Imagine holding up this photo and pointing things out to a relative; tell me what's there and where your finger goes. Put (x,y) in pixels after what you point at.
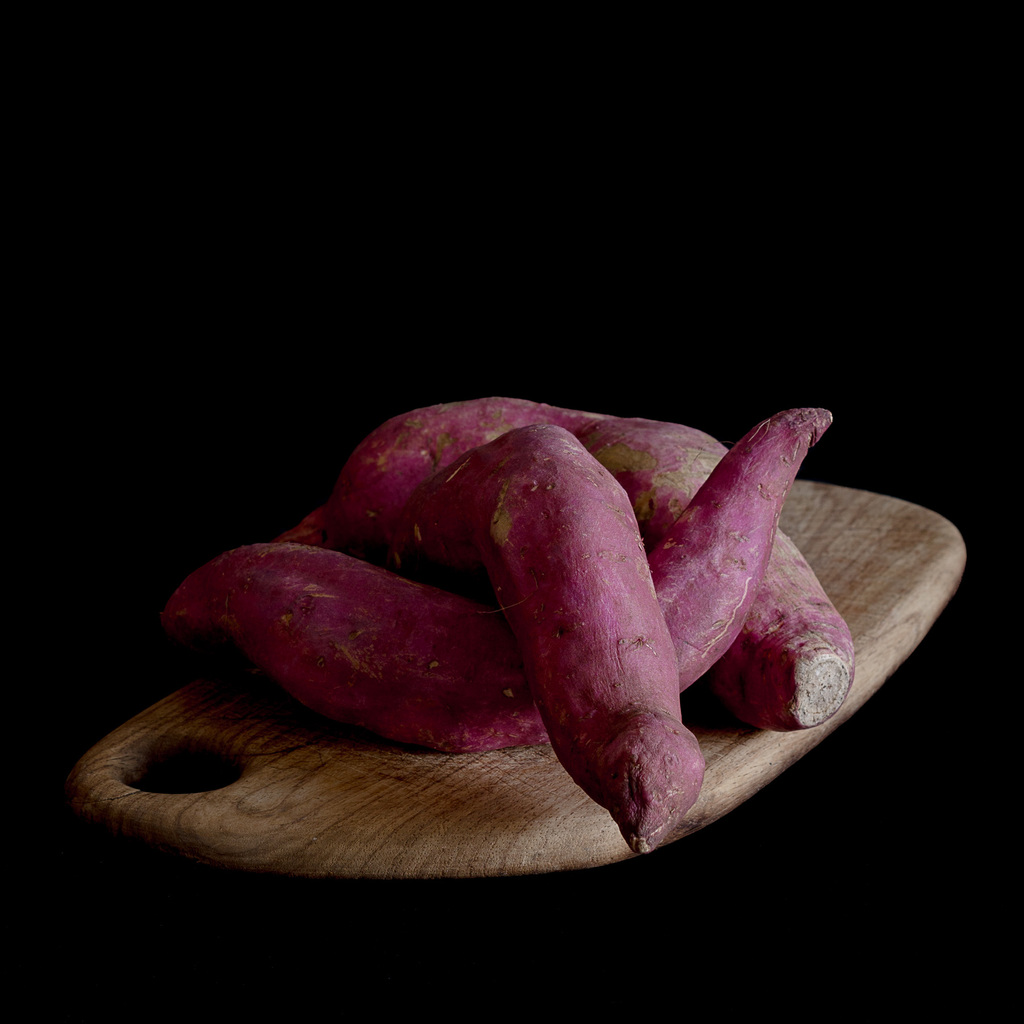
These are the sweet potatoes (671,664) on a wooden board (579,811).
